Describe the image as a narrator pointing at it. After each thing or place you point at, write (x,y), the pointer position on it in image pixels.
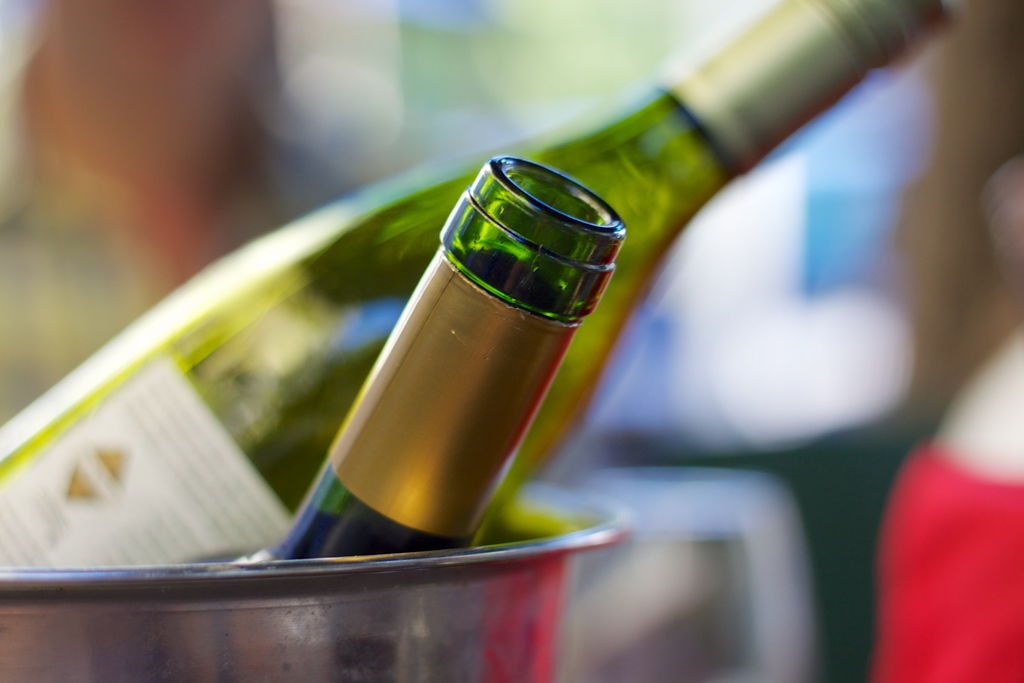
In this image I can see a green colored wine bottle (472,382) which is kept in a steel container (376,637). At background (622,180) I can see another wine bottle (332,342). This is a gold color paper kind of thing (460,409) which is attached to the bottle (508,402).
